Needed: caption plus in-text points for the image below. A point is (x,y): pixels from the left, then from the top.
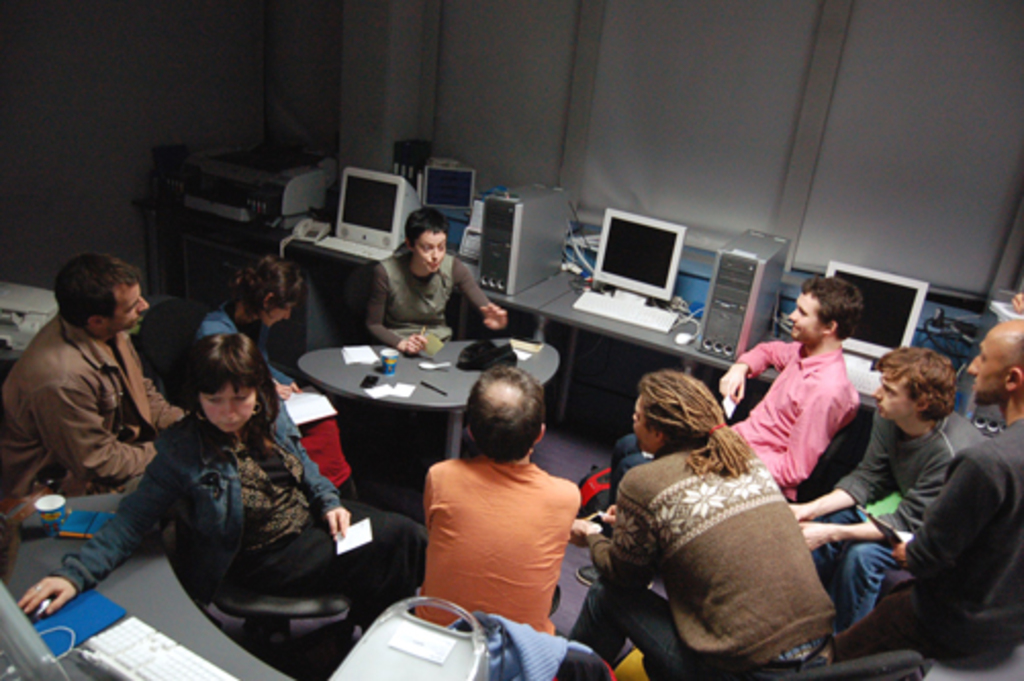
In this image we can see there are people (575,487) sitting on the chair (343,317) and holding pen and paper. And there is a table (406,399), on the table (415,381) there is a cup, file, pen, paper (519,352), system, keyboard (118,636), CPU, printer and few objects (96,611) on it. And at the back (593,92) there is a wall (248,78).
